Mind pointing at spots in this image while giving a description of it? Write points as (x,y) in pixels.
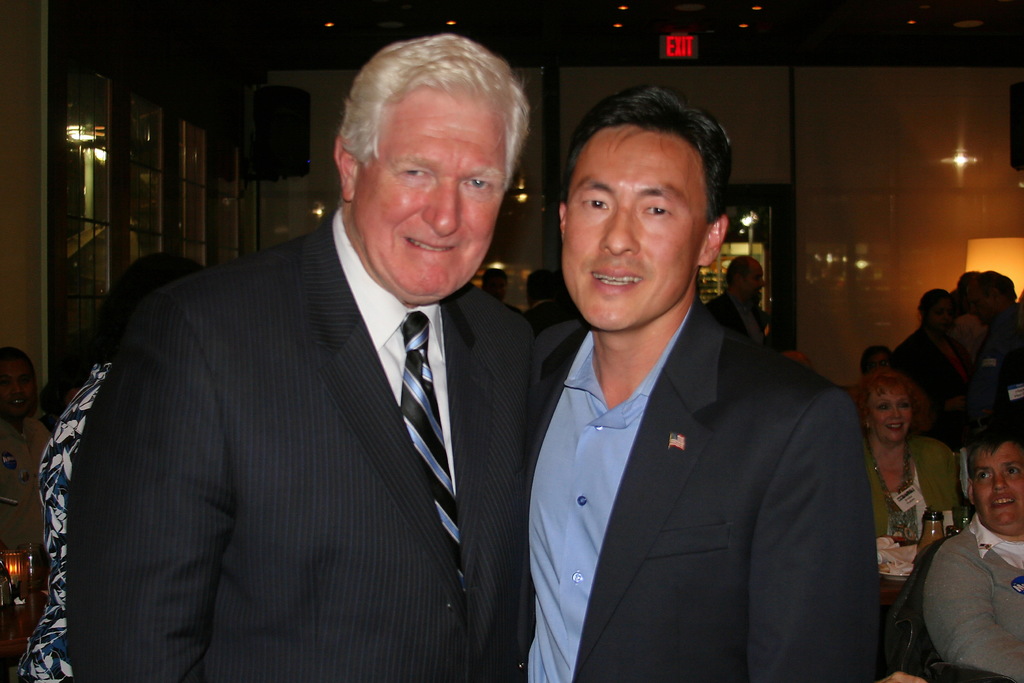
In the foreground of this picture (566,542), there are two men (475,542) standing, wearing suits (671,546) and having smile on their faces (428,271). In the background (962,431), there are persons (997,403) sitting and few (953,405) are standing, wall (724,99), glass windows (155,148), speakers (275,108), ceiling (745,23) and the lights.
